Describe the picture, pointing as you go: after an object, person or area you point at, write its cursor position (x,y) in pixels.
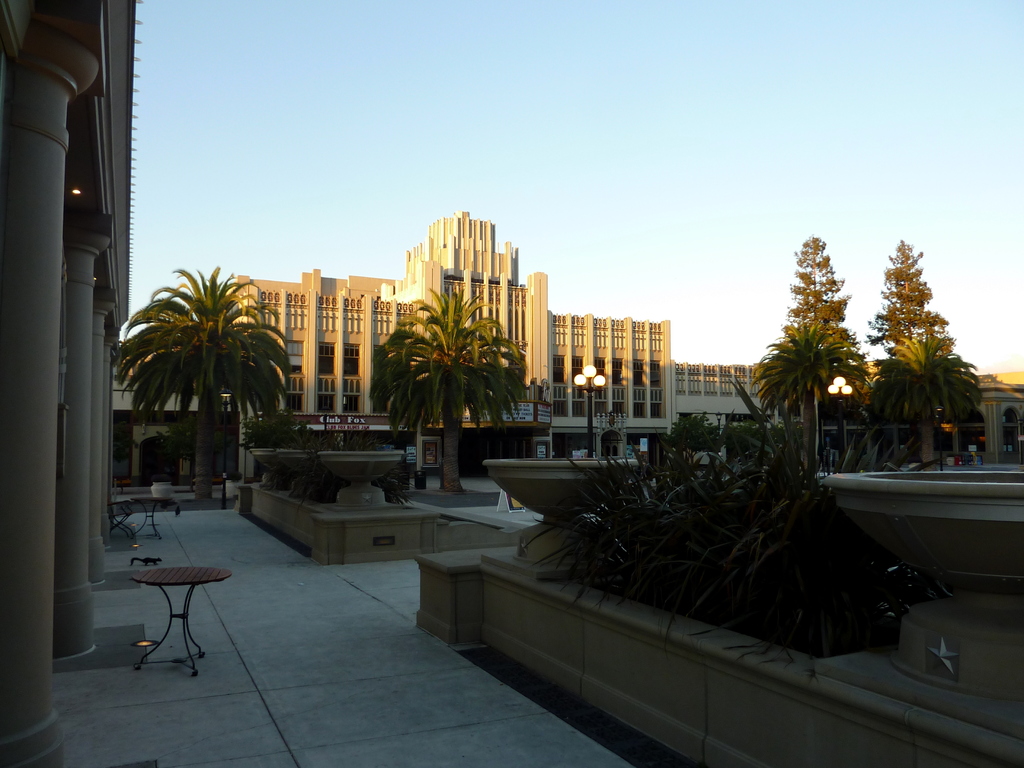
In this picture we can see there are tables (176,570) and on the left side of the tables (154,579) there are pillars (86,278). On the right side of the tables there are some architectural structures (512,490), trees (457,483) and poles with lights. Behind the trees (898,414) there is a building (311,340) and the sky (596,141).
